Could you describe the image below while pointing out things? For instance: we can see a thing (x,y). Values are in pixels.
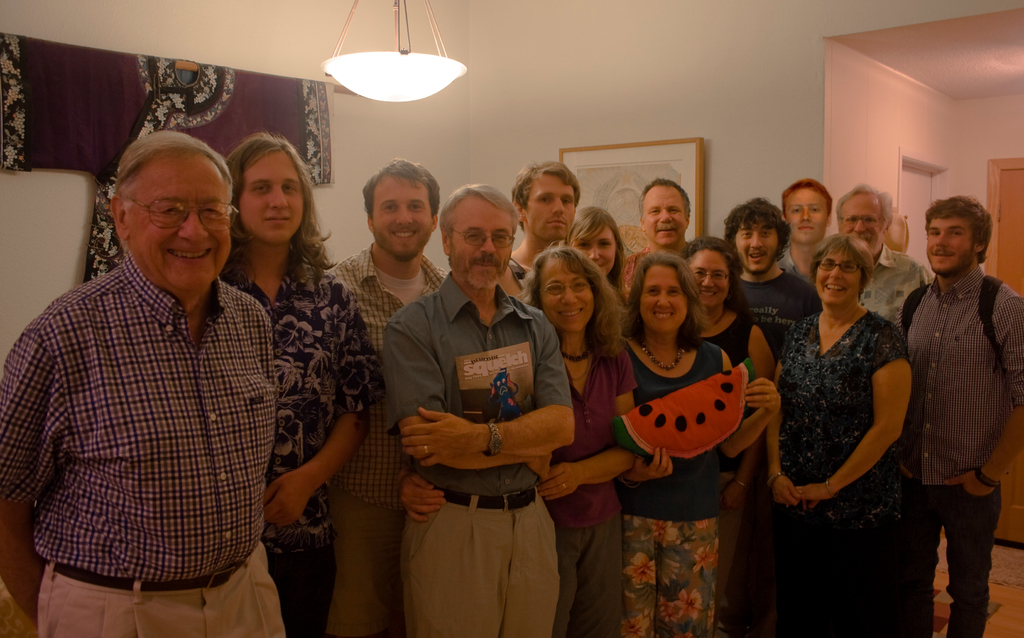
In this image we can see few people (564,218) standing. There is a person (464,287) wearing specs (471,235) and watch (495,447). And he is holding a book (476,397). There is another lady (633,343) holding something in the hand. At the top (377,69) we can see light (376,68). There is a photo frame (637,155) on the wall (637,68). And there is a dress (204,88) hanged on the wall (207,45). On the right side (997,166) there are doors (925,187).
